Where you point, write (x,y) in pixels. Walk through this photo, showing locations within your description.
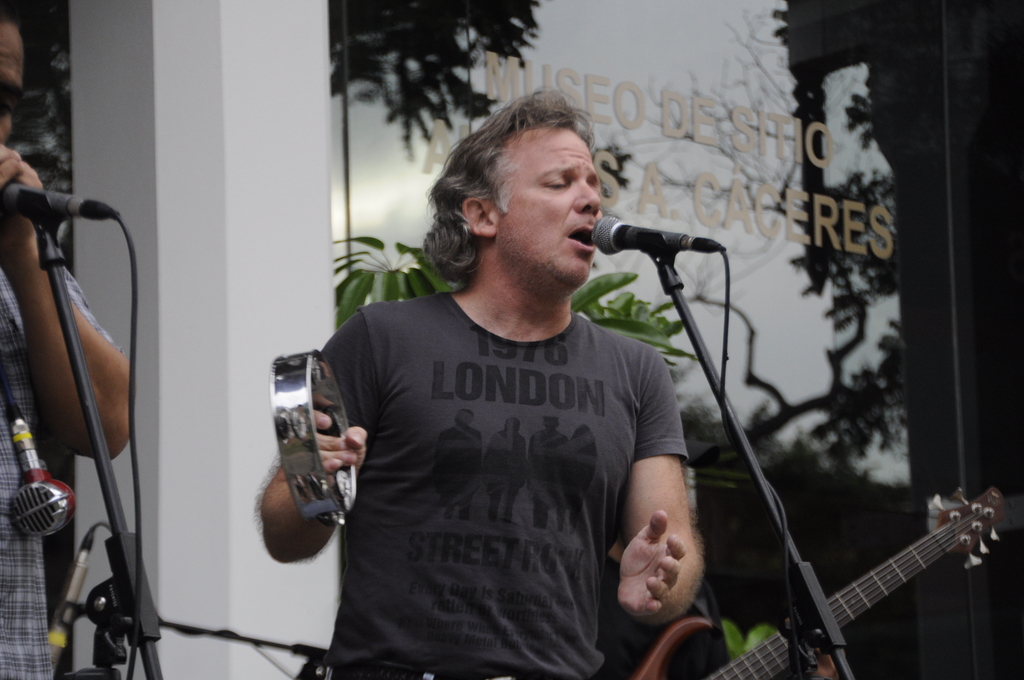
In this image i can see two men (46,431) singing in front of the man (567,236) there is a micro phone (622,238), the man (447,490) is holding a musical instrument (291,467). At the background (648,202) i can see a plant (639,310), and a glass (622,106).
